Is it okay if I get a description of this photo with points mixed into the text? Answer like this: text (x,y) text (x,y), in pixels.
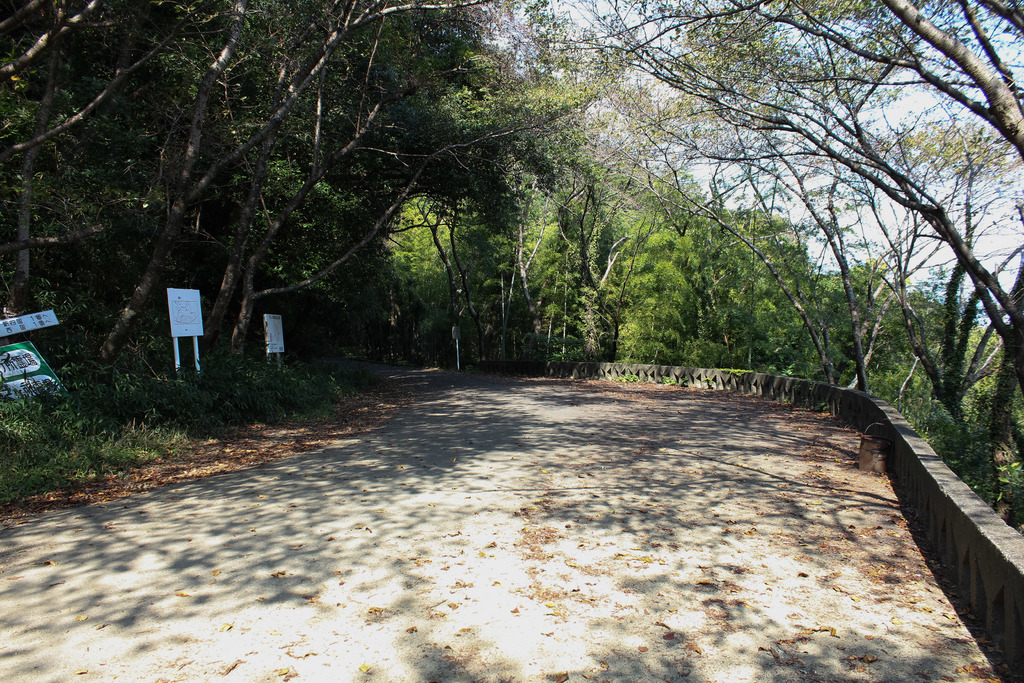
In this picture I can see few boards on the left side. There are trees (529,221) on either side of this image. At the top (724,166) I can see the sky (709,166).
